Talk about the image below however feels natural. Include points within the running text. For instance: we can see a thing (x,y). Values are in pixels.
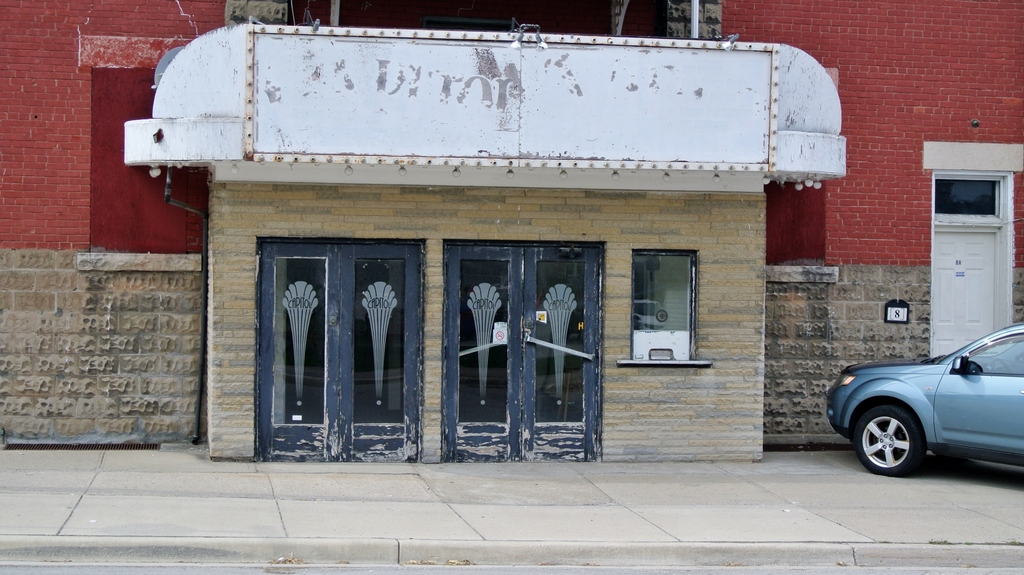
In this image we can see a building (198,126) with doors (411,359). Also there is a window (645,296). On the right side (942,418) we can see a car (903,427).
